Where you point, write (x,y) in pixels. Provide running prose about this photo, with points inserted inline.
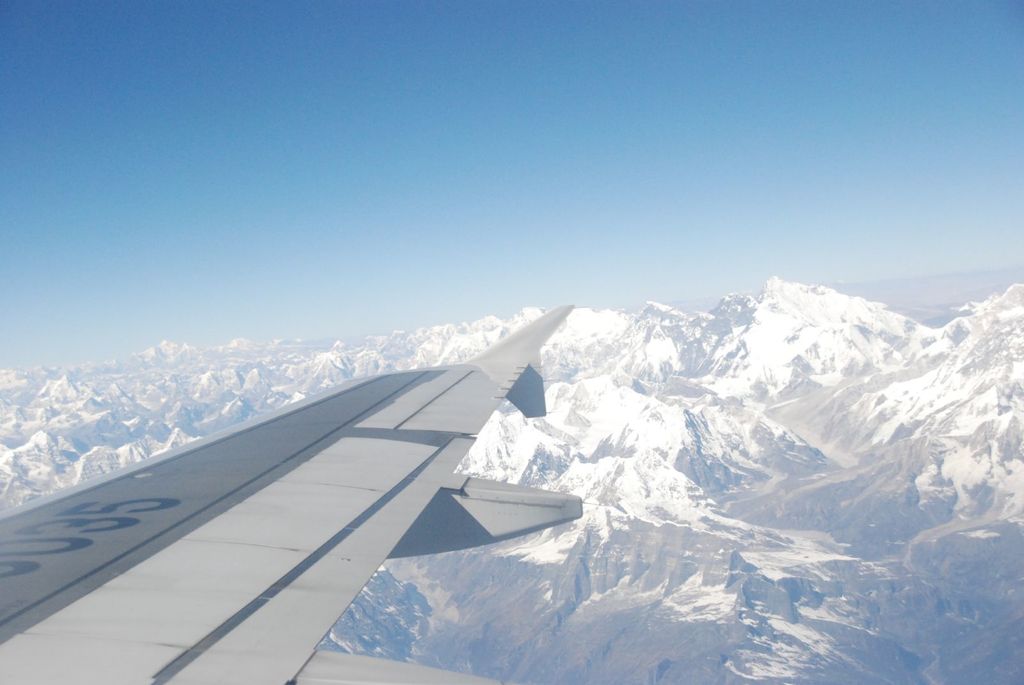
As we can see in the image there is a plane (362,504), hills (593,381) and sky (436,118).
